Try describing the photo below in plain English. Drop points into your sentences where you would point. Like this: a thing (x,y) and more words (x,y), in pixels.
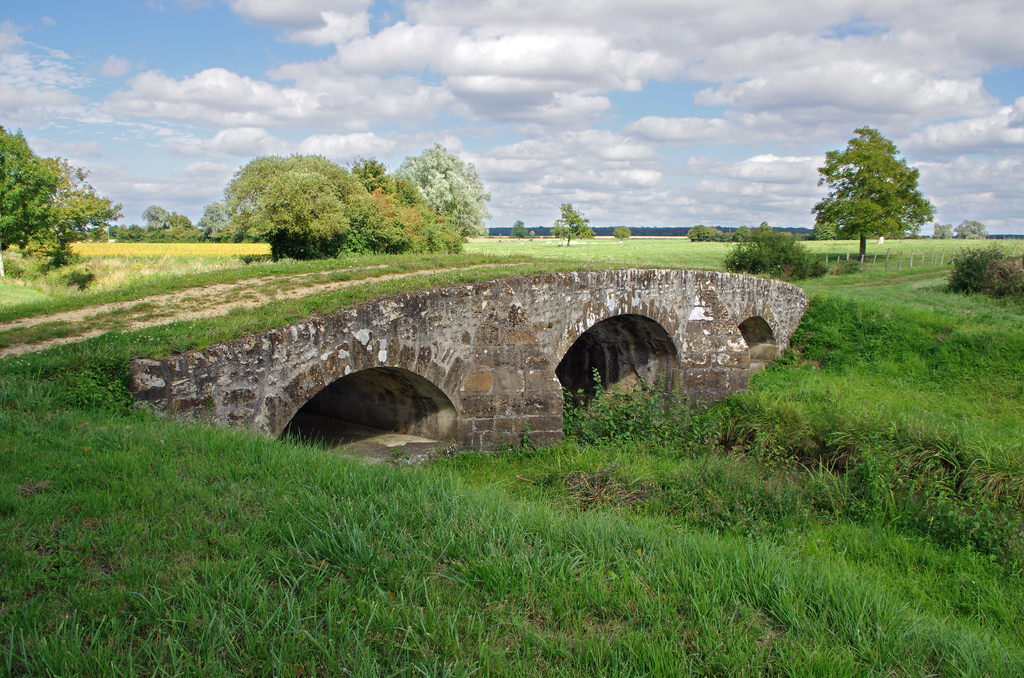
In this image I can see grass (659,583) and trees (779,234) in green color, background (274,35) I can see sky (354,71) in blue and white color.
